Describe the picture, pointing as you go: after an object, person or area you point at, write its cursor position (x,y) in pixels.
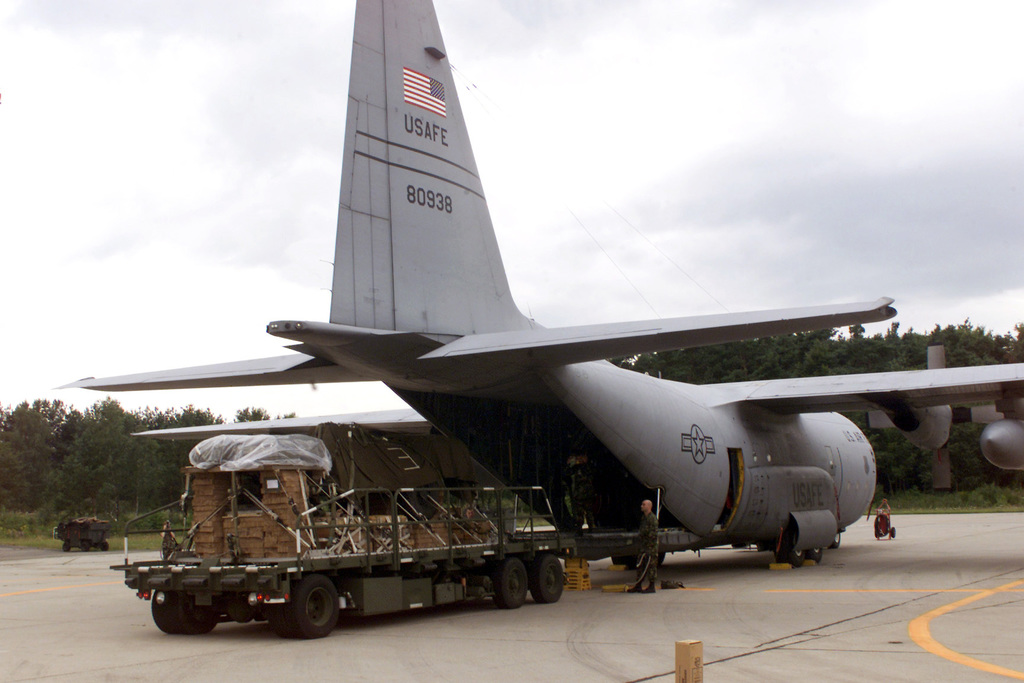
In this picture there is an aeroplane (174,379) in the center of the image (651,364) and there are trees (43,508) in the background area of the image (115,499).
